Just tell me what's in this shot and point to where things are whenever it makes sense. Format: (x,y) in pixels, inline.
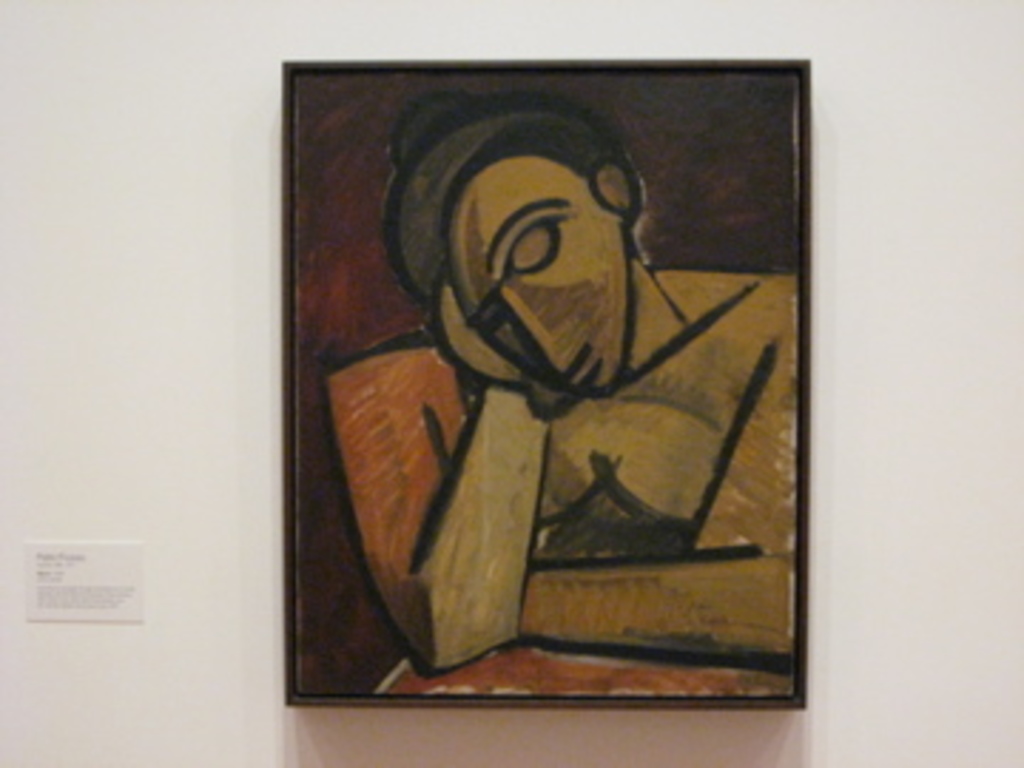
This image is taken indoors. In this image there is a wall (260,485) with a picture frame (760,568) on it and there is a painting (435,349) in the picture frame (443,457). On the left side of the image (80,569) there is a board (52,569) on the wall (20,582).
